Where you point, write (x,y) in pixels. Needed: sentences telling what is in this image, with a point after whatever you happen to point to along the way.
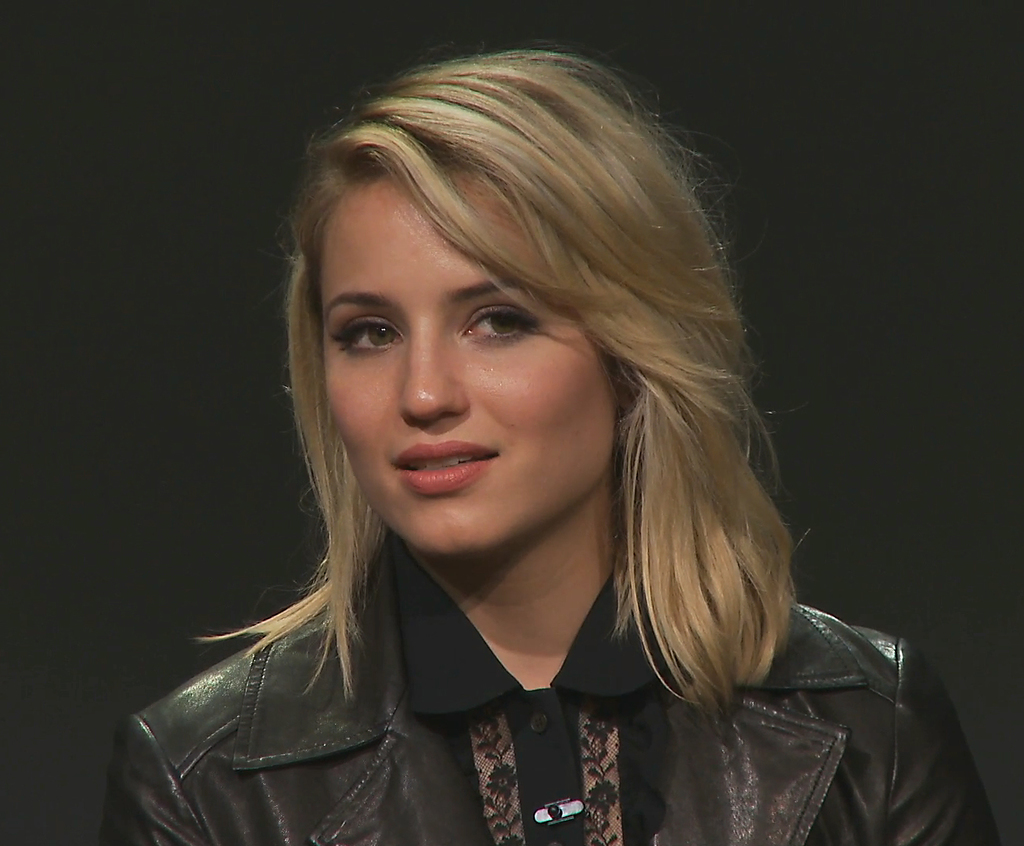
In this picture there is a girl (646,716) in the center of the image (398,543).
